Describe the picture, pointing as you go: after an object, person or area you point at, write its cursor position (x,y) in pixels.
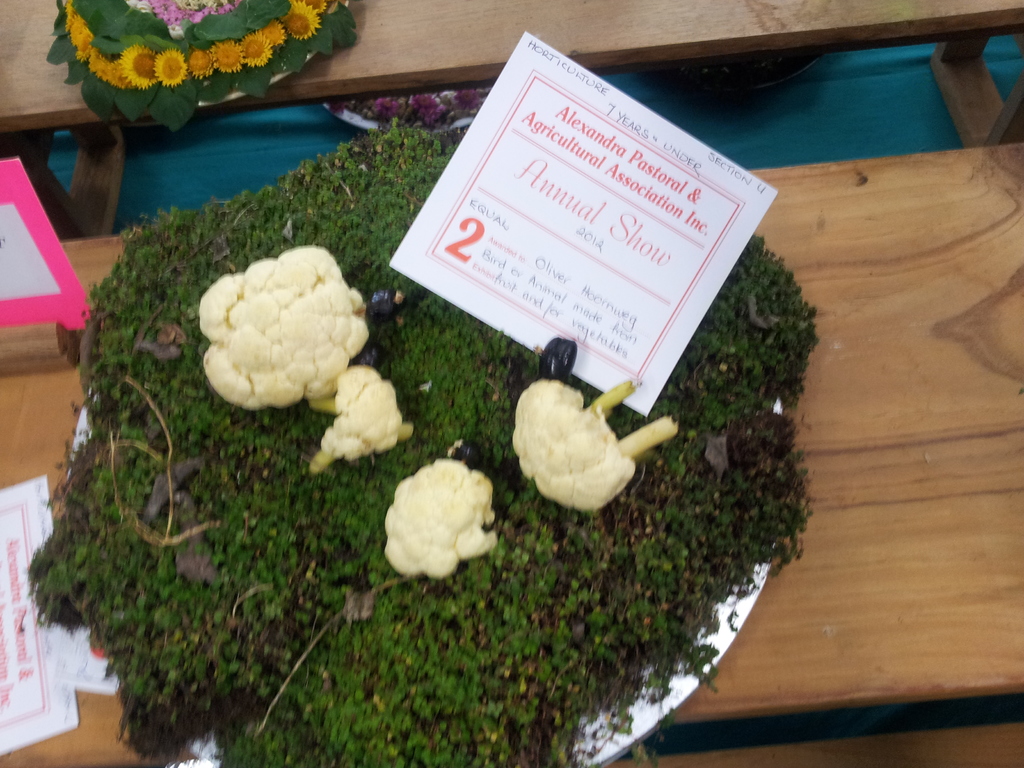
In this picture there is a plate (216,733) in the center of the image (581,492), which contains greenery (580,529), cauliflower (434,479), and black objects (390,303) on it, there are pamphlets (8,303) on the left side of the image (2,207) and there are flowers (308,15) at the top side of the image (284,52), which are placed on the table (458,39).
